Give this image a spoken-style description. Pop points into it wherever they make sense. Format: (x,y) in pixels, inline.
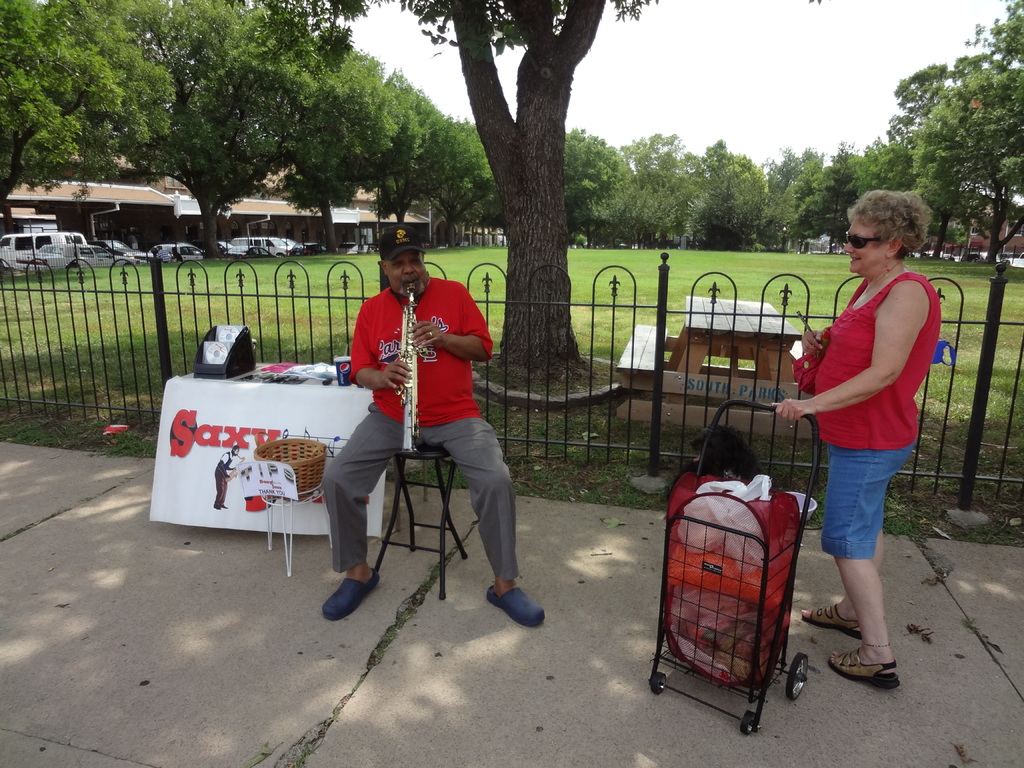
In this image in the foreground (925,314) there are two persons (865,271) one woman (806,337) is standing, and she is holding a basket (735,535) and one person (354,556) is sitting and he is holding a musical instrument (409,396) and playing. Beside the person (389,342) there is table (246,412), on the table (245,409) there are some books (317,371), baskets (308,463), and some other objects (280,491). In the background (606,376) there are some trees (824,213), buildings (953,252), vehicles (953,252), railing (150,380), grass (79,389). At the bottom (596,639) there is walkway (976,648).
